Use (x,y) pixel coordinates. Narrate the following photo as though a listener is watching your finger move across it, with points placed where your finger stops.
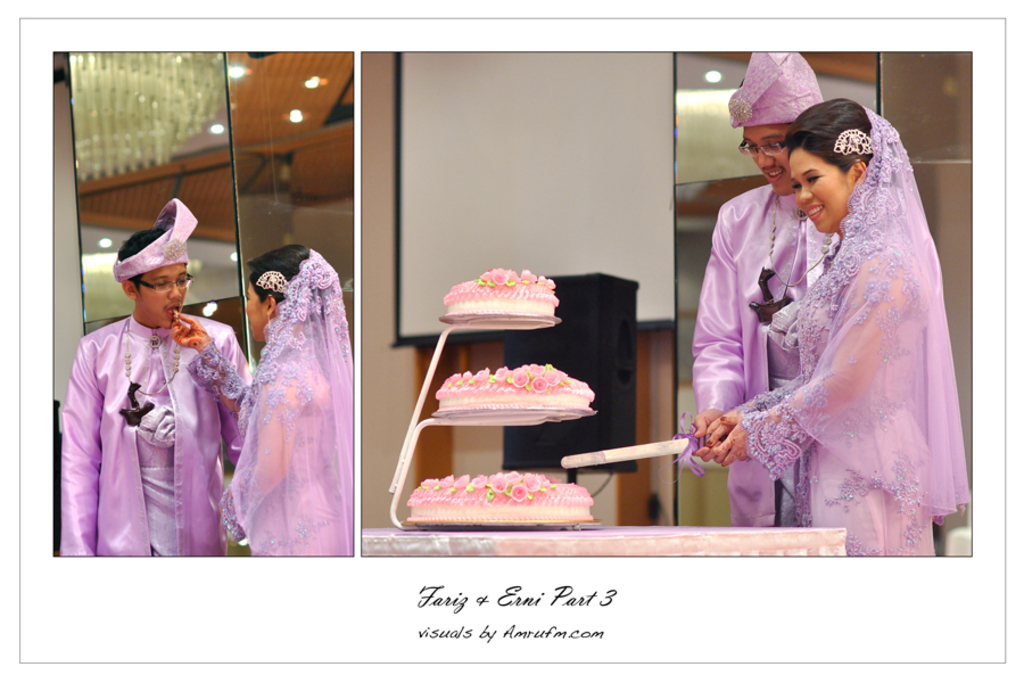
This is a collage image. Here I can see two pictures. In the right side (818,395) picture I can see a woman (837,210) and a man (773,304) standing and cutting the cake (495,389) which is placed on the table (694,546). In the background (616,372), I can see speaker (616,367) and a board (555,165) which is attached to the wall (376,167). In the left side (200,439) image the woman (278,400) and man (169,383) standing and looking at each other. At the back of them I can see a mirror (209,163). At the bottom of this image (507,602) I can see some text (497,605).
